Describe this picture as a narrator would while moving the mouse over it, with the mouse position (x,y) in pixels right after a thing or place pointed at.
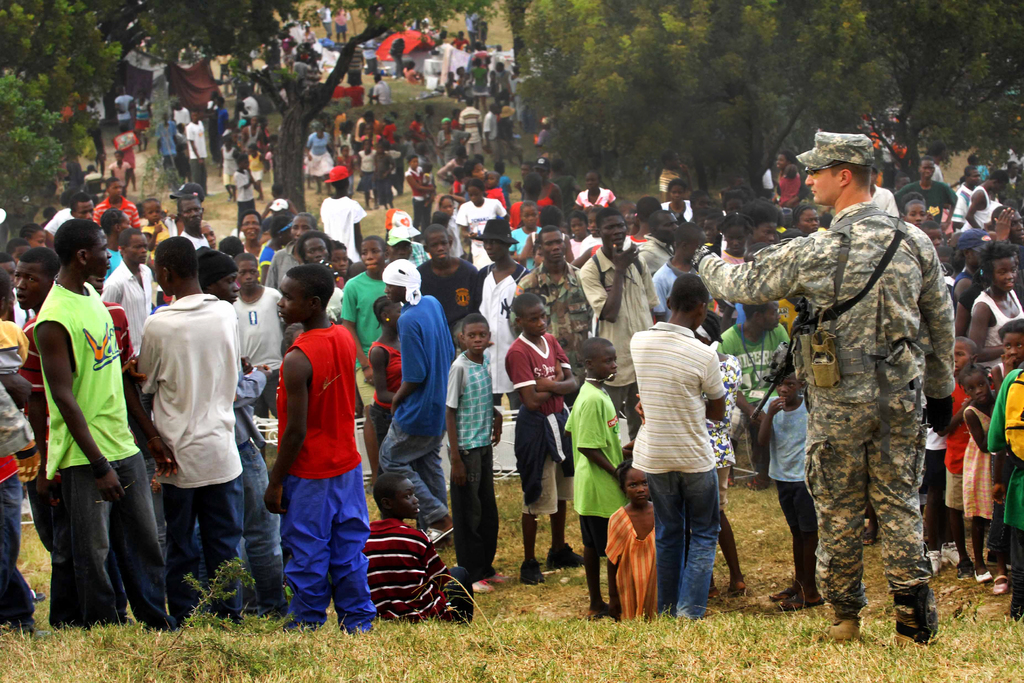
In this image I can see group of people (489,502) standing. Background (717,103) I can see few trees (260,33) in green color, and the person (882,382) in front (902,508) wearing green color uniform (861,504).
